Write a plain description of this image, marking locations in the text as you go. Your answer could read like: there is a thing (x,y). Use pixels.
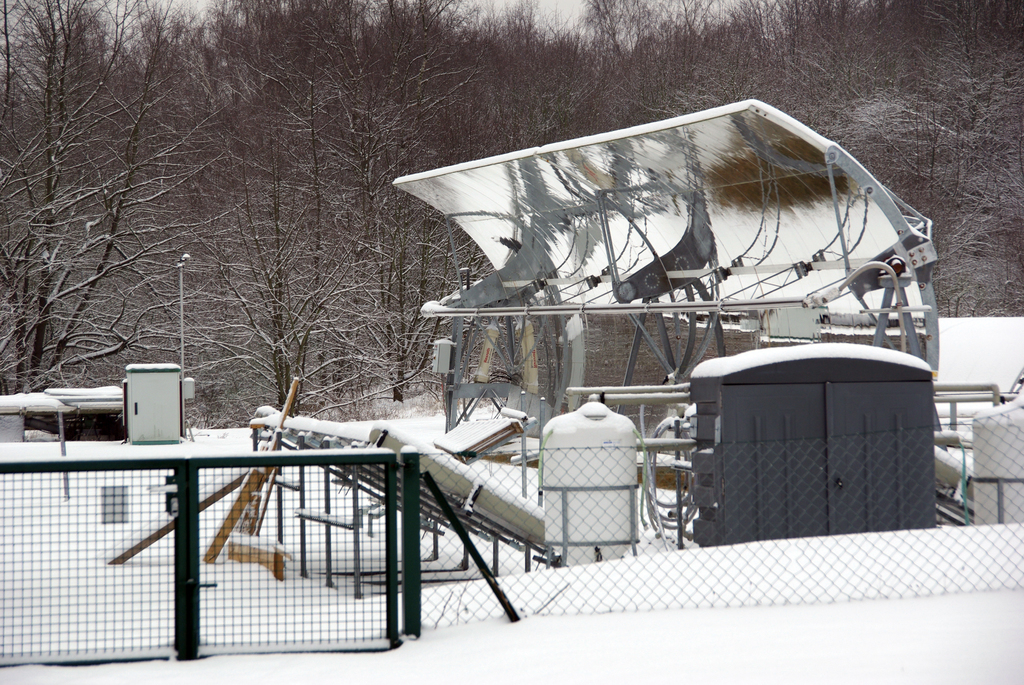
At the bottom (602,670) we can see snow (309,529), fence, gate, cylindrical objects (499,512), poles (453,523), cupboard (737,523) and other objects (504,441). In the background (427,109) there are bare trees (448,97), sky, metal objects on the right (784,202) side, poles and other objects (488,375).
